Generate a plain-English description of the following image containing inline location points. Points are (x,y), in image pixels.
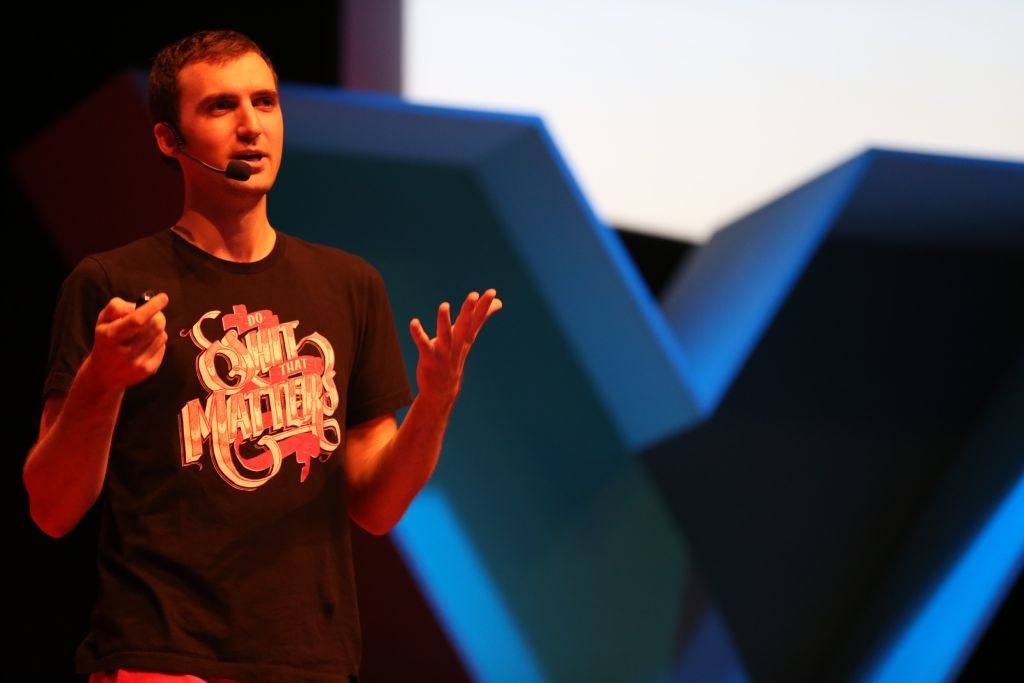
In this image we can see a man (192,430) standing and holding a remote (149,297) in the hands (155,348).
